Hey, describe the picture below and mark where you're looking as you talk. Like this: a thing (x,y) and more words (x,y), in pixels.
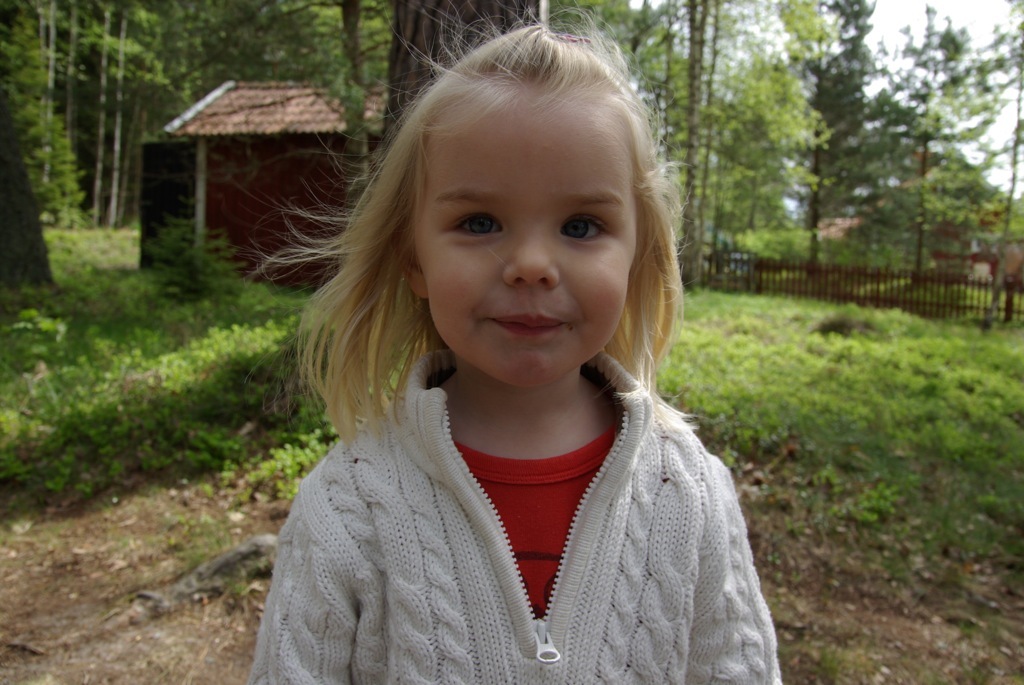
In the foreground of the image (487,514) we can see a girl (621,461) wearing a dress (487,535). In the background (988,281), we can a fence (794,288), buildings (280,160), a group of trees (779,98), grass (129,385) and the sky (910,66).
